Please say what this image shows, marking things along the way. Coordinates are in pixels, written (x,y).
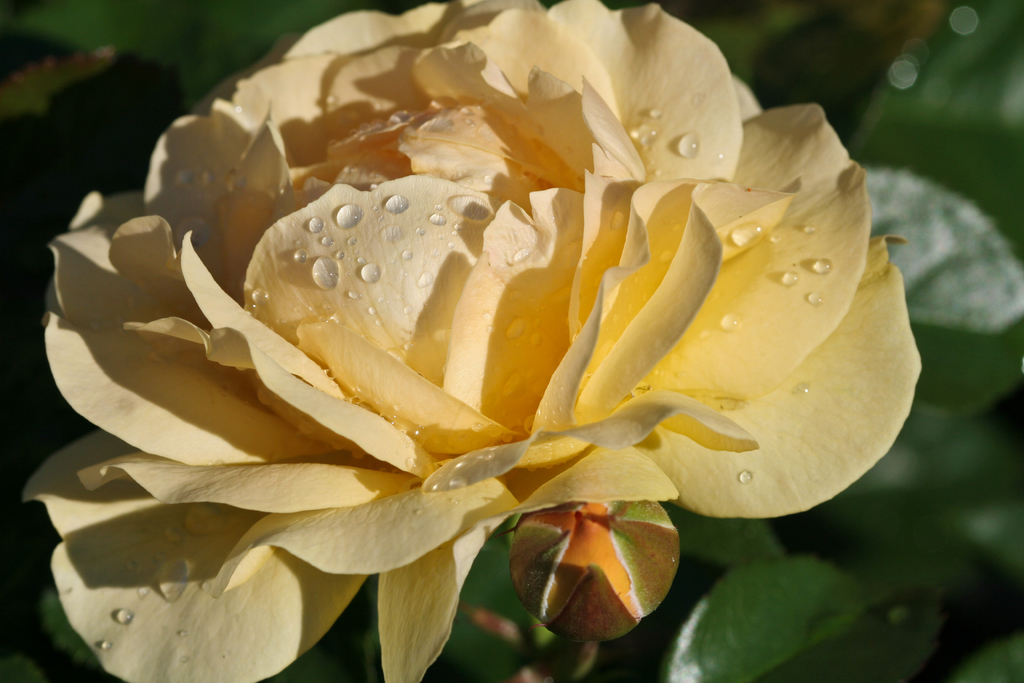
In this image I can see a rose flower (600,254) on which I can see some water drops (330,268). Under this flower (515,450) I can see a bud (587,563). In the background (903,574) green color leaves (913,427) are visible.
